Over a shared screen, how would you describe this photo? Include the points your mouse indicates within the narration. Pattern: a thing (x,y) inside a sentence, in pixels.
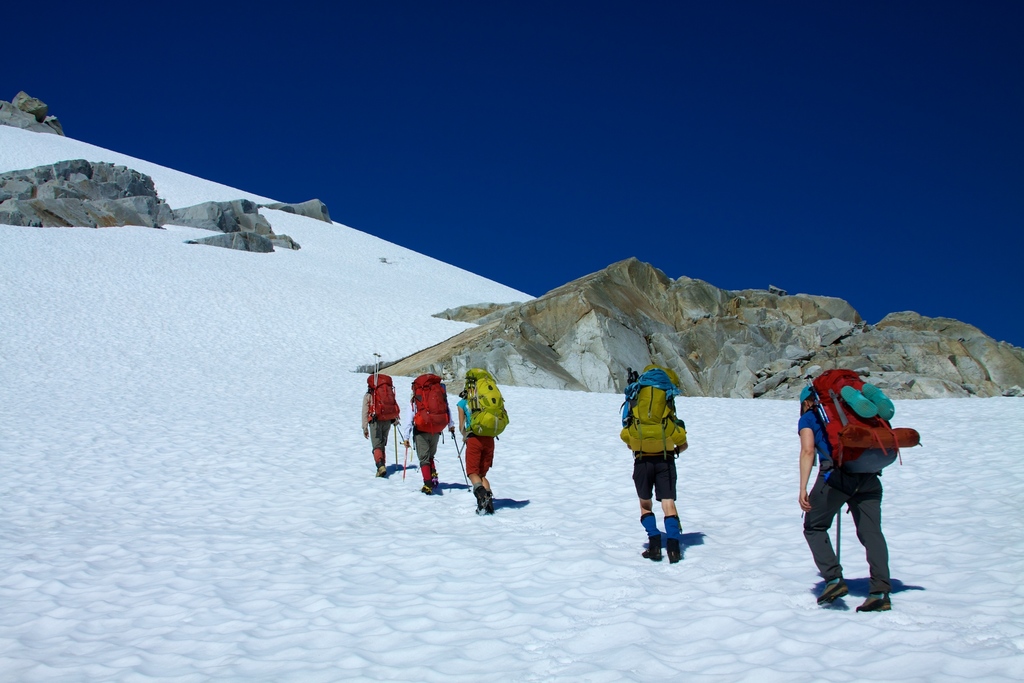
As we can see in the image there is snow (233,439), rocks (585,292), sky (462,236) and few people (472,470) walking over here.
